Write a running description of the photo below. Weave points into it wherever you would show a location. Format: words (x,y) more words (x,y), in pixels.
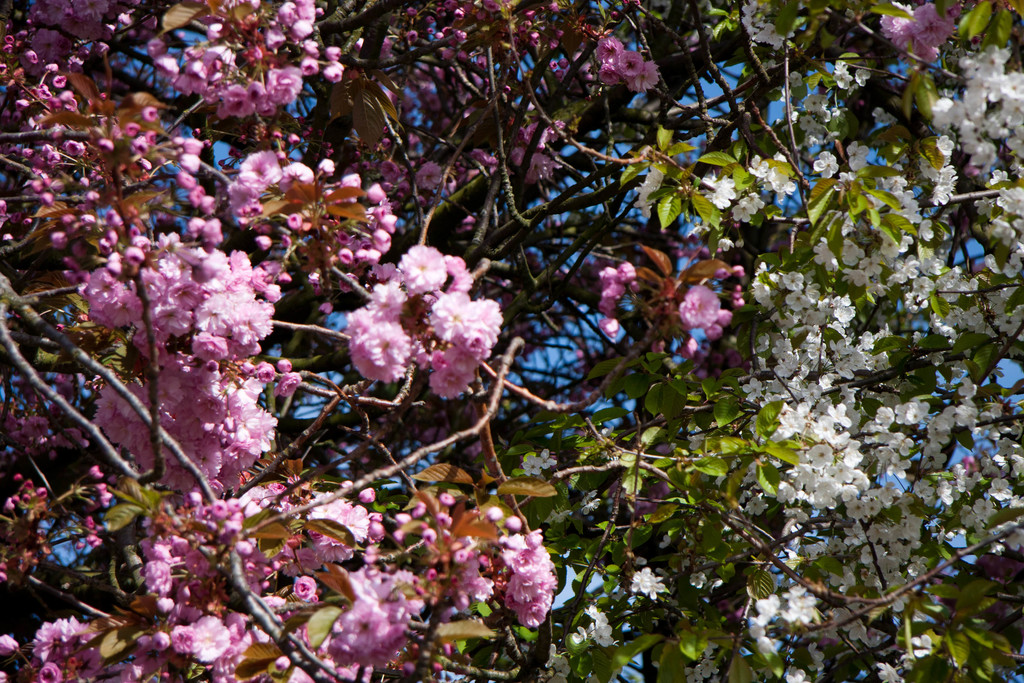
In this picture, we can see some trees (237,177) with flowers (229,204) some flowers (260,237) are in pink color which are on the left side (331,511), some flowers (931,414) are in white color which are on the right side (943,419). In the background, there is a sky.
